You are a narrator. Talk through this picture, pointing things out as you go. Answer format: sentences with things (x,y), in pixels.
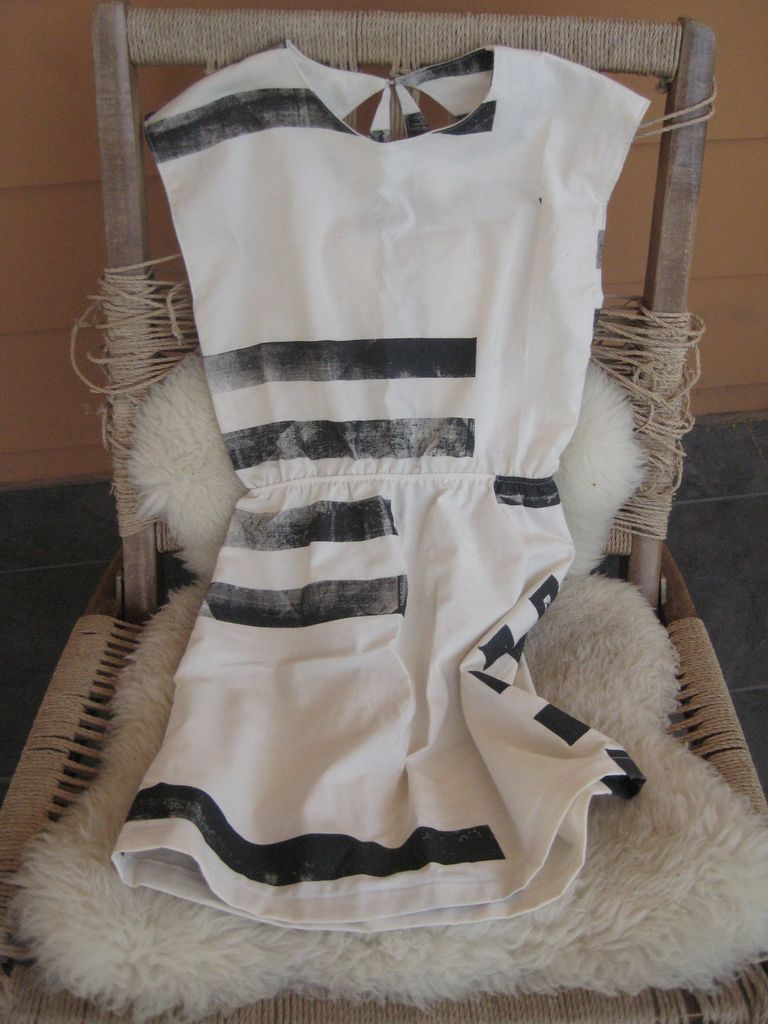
In this image there is one chair (603,70) as we can see in middle of this image (496,348) and there is one cloth (413,719) kept on this chair (110,14) that is in white color, and there is a wall (65,214) in the background (728,295).
